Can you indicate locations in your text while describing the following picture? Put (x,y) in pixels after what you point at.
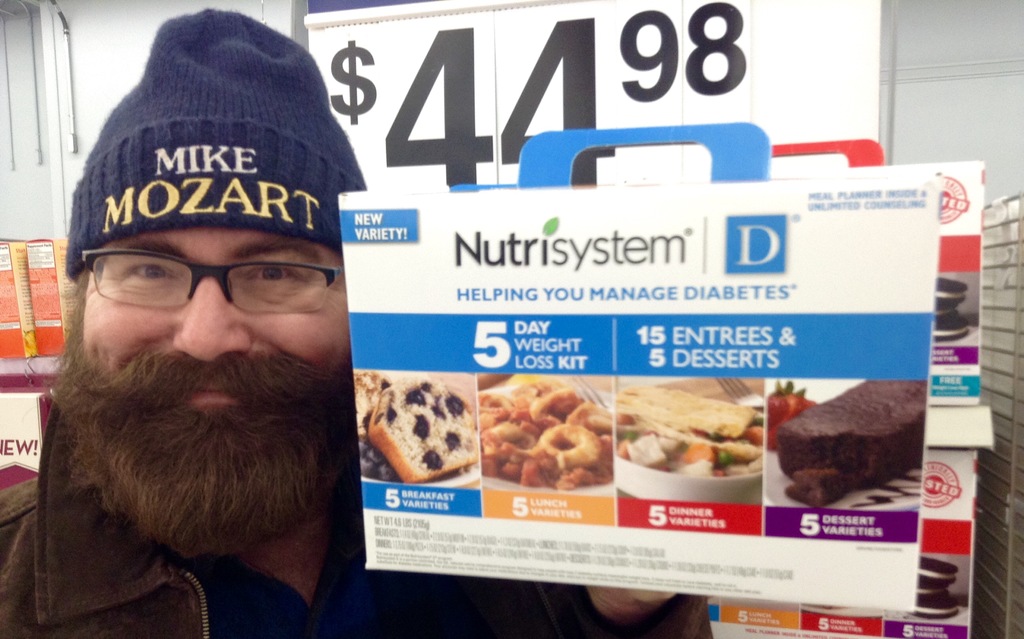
As we can see in the image there is a man (151,202) wearing cap (164,226), spectacles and holding a box (585,271). There is a white color wall (974,140).
